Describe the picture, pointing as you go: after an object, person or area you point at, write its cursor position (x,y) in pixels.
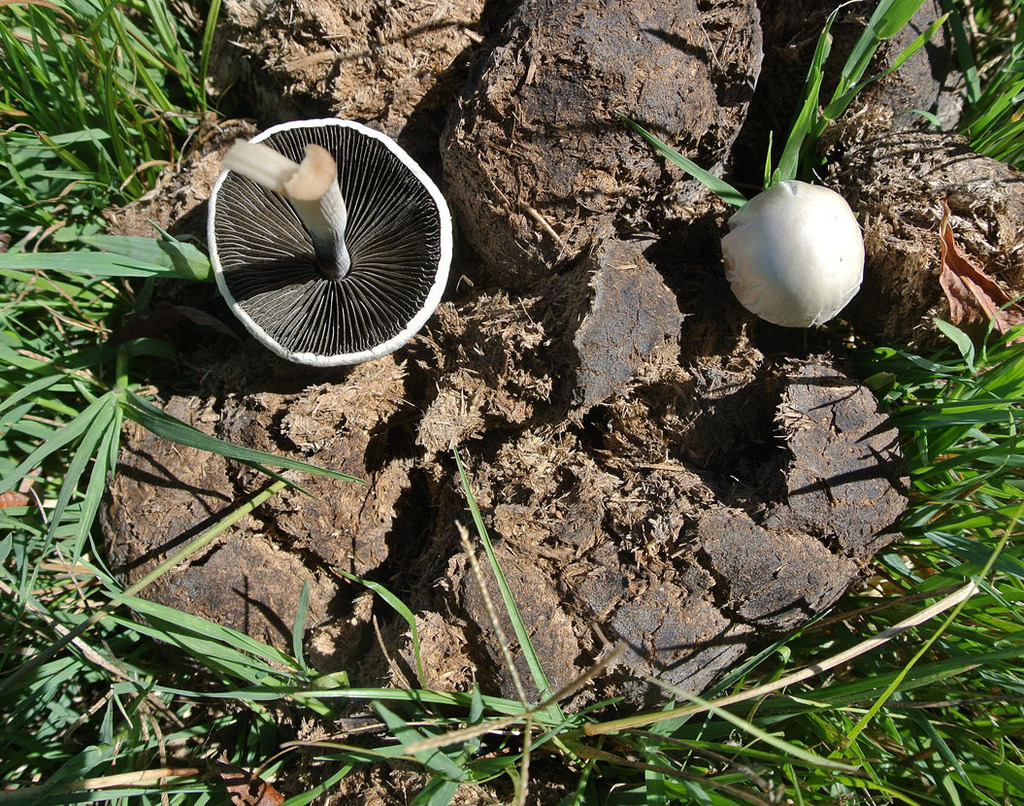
In this image I can see the mushrooms (732,247), dung (652,296) and the green grass (14,417).
